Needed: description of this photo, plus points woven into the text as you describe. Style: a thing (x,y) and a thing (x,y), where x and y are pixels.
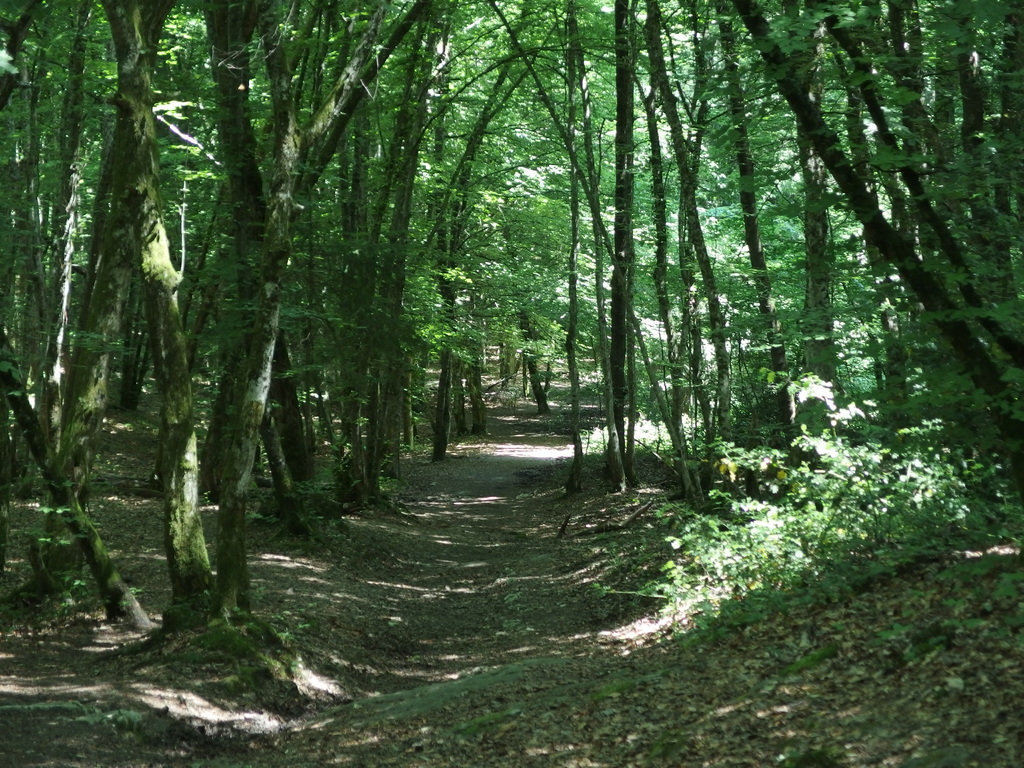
In the image there is path (528,522) in the middle (542,444) with trees (727,318) on either side of it on the land (161,737).
